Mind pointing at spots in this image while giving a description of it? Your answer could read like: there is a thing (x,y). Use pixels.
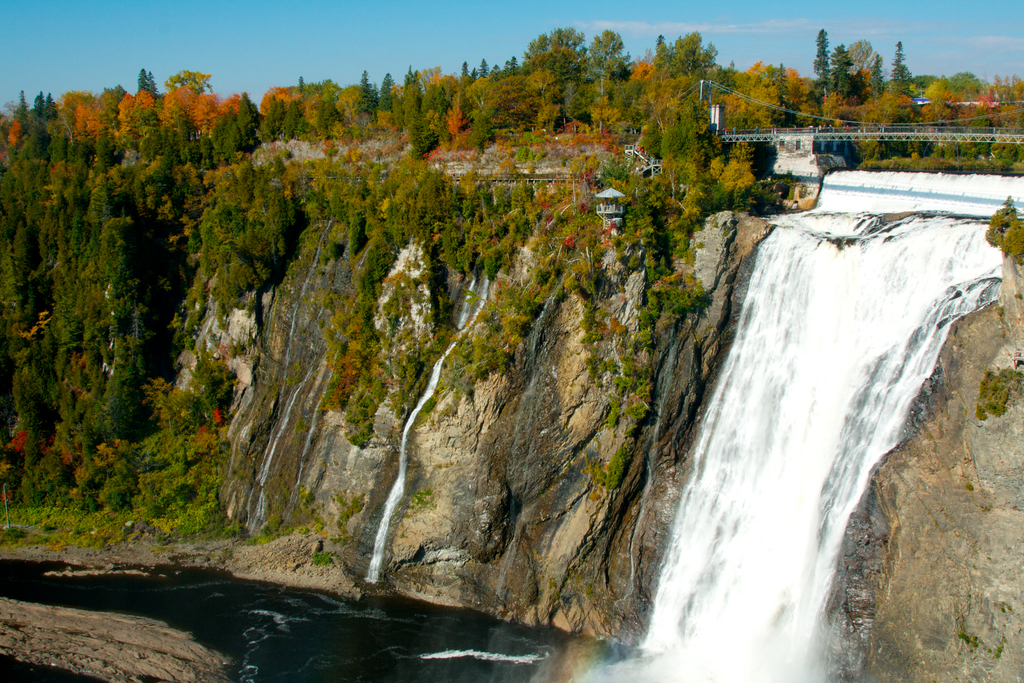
This picture is clicked outside. In the foreground (342,649) we can see a water body (290,660). In the center (538,283) we can see a waterfall (949,220) and the bridge (974,137) and we can see the plants (357,218), trees (492,97) and many other objects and we can see the rocks (686,394) and the sky (168,42).
